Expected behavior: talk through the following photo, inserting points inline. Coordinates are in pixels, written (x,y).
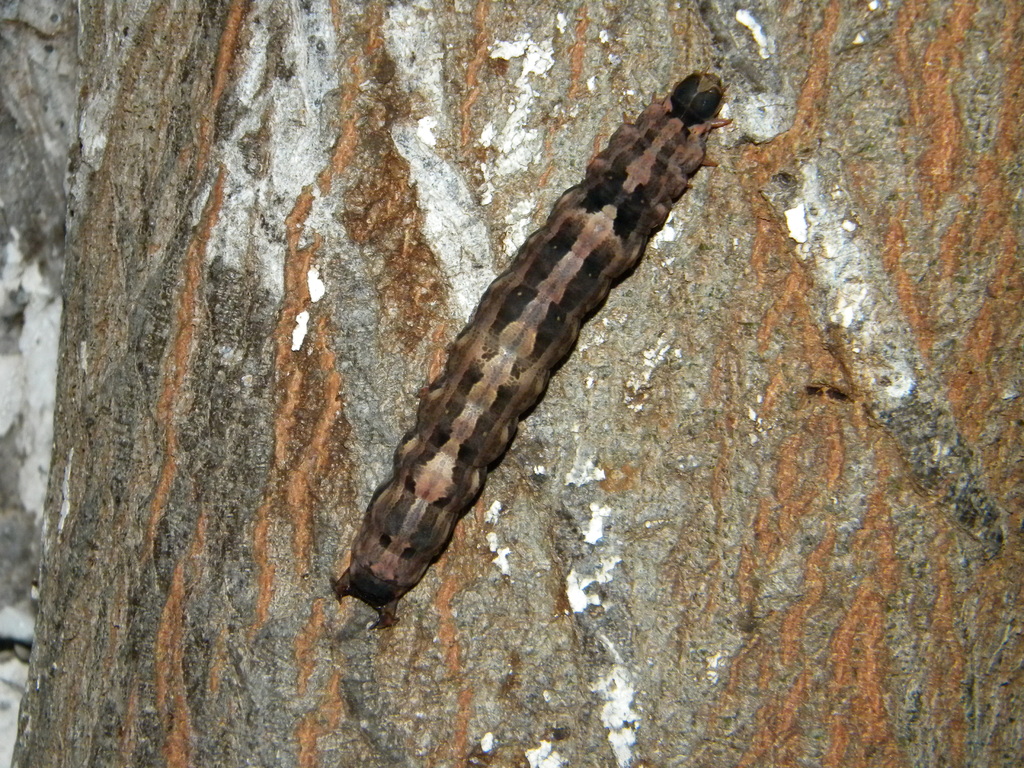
In this picture I can see the insect (504,345) on the tree trunk (428,300).
